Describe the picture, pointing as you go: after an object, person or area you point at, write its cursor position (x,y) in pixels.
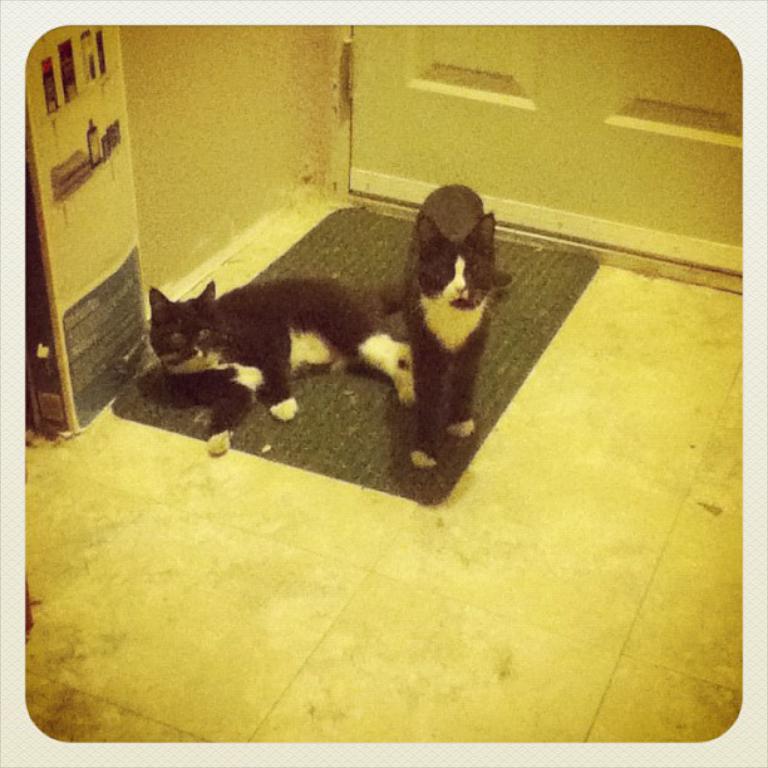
In this image I can see two cats (426,371) on the floor (412,563), floor mat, board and wall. This image looks like a photo frame.
